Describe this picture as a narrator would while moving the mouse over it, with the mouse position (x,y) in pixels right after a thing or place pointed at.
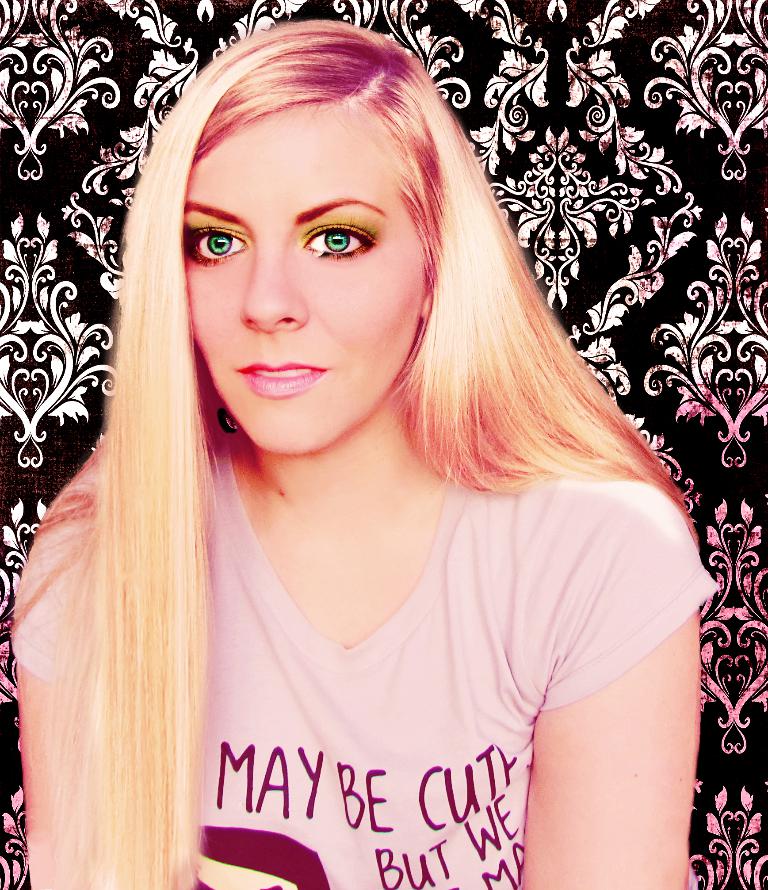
In this image, I can see a woman (526,742). In the background (82,372), this is a wallpaper (707,433).
